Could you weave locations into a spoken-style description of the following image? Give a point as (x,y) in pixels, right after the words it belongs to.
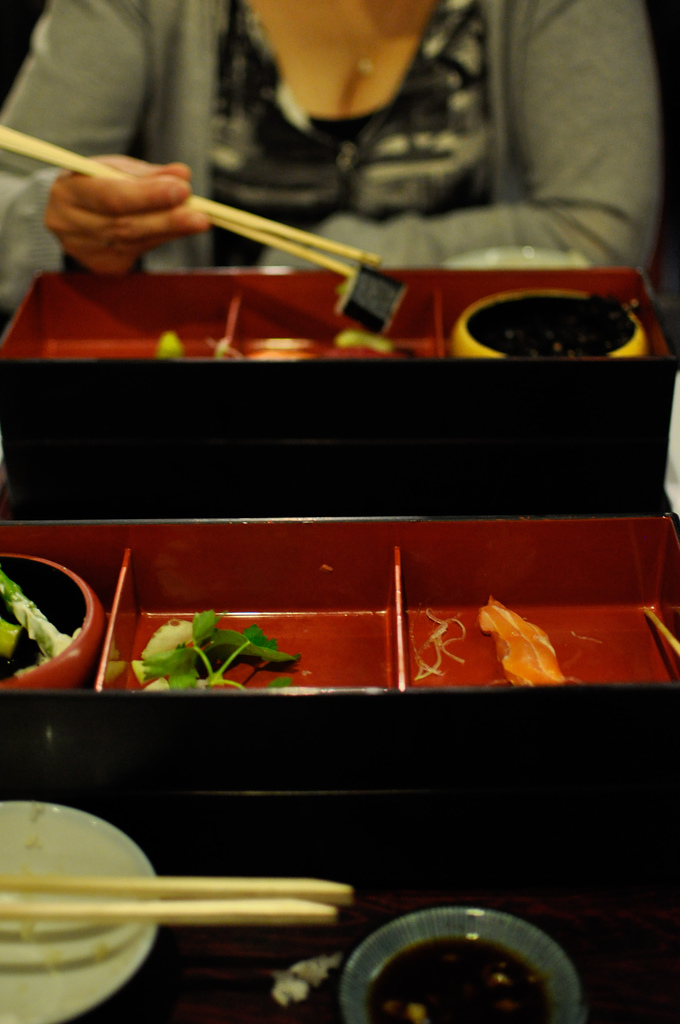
On this table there is a plate (88,838), chopsticks (132,879), bowl (467,945), containers (601,629) and food (49,627). Beside this table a woman (242,197) is sitting on a chair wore jacket (537,156) and holding chopsticks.
